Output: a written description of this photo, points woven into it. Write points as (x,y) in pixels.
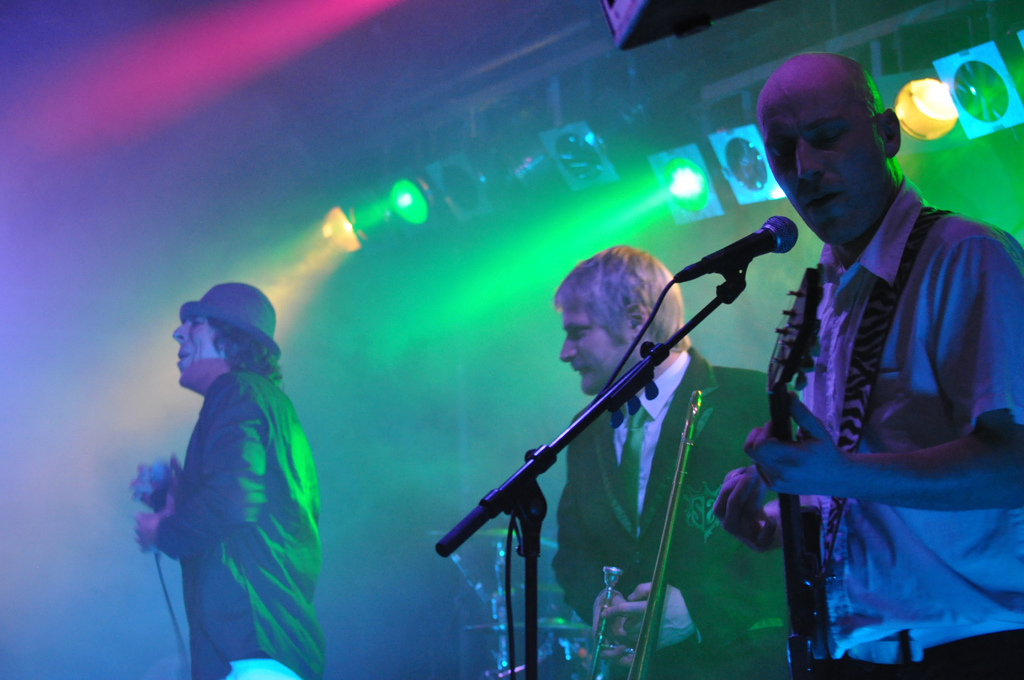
In this image we can see these people (799,483) are playing musical instruments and standing here. Here we can see mic (734,261) to the stand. In the background (443,111), we can see the show lights (986,71) and smoke (46,560).
